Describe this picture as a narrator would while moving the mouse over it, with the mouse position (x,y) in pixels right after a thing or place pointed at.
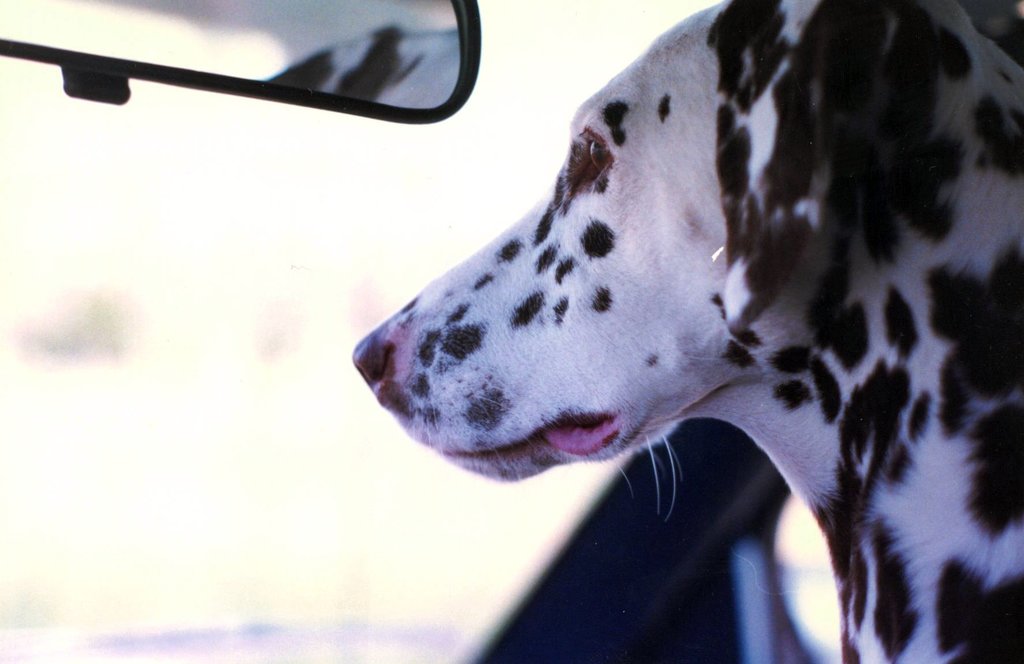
In this image I can see a dog (678,309) which is in white and black color. In front (442,14) I can see a mirror (330,50).
